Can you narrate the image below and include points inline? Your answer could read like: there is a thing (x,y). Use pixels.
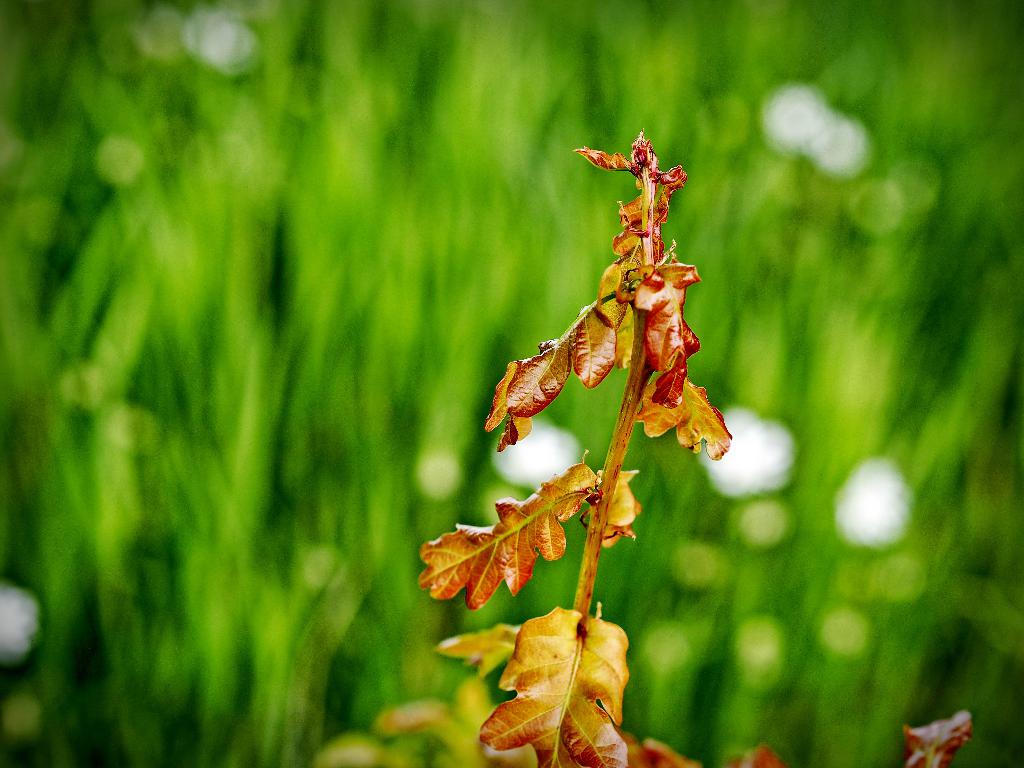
In this image I can see a tree (529,685) to which there are orange colored leaves (588,655). In the background (418,312) I can see grass (255,378) which is green in color.
